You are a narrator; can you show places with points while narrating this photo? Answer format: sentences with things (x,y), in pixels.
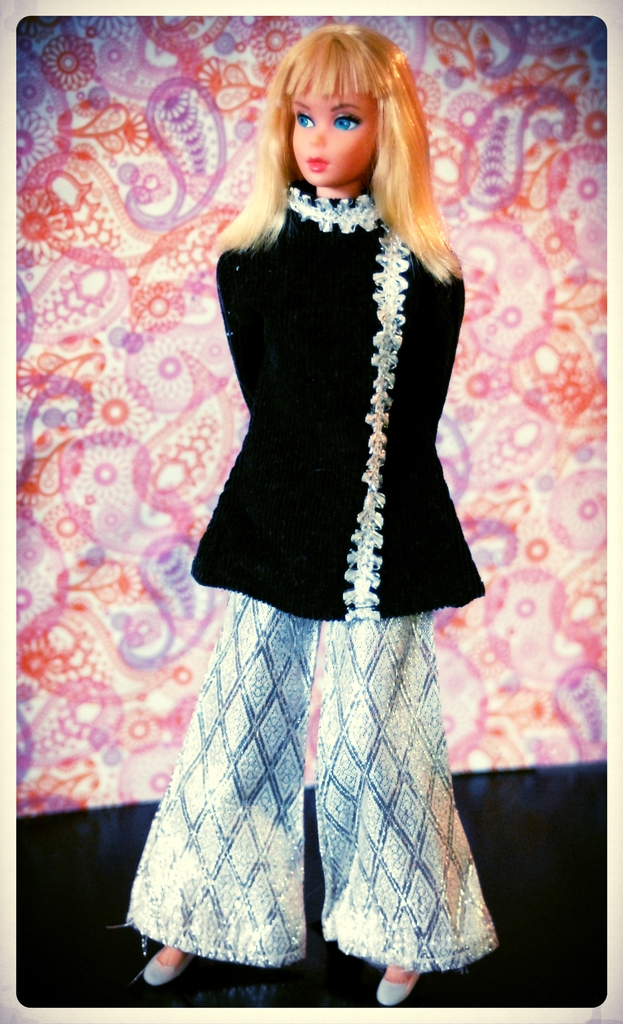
This is an image with the borders (611,185) in this image there is a doll (330,327), in the center (300,399) and there is a color background (481,662). At the bottom (551,893) there is floor (97,906).
